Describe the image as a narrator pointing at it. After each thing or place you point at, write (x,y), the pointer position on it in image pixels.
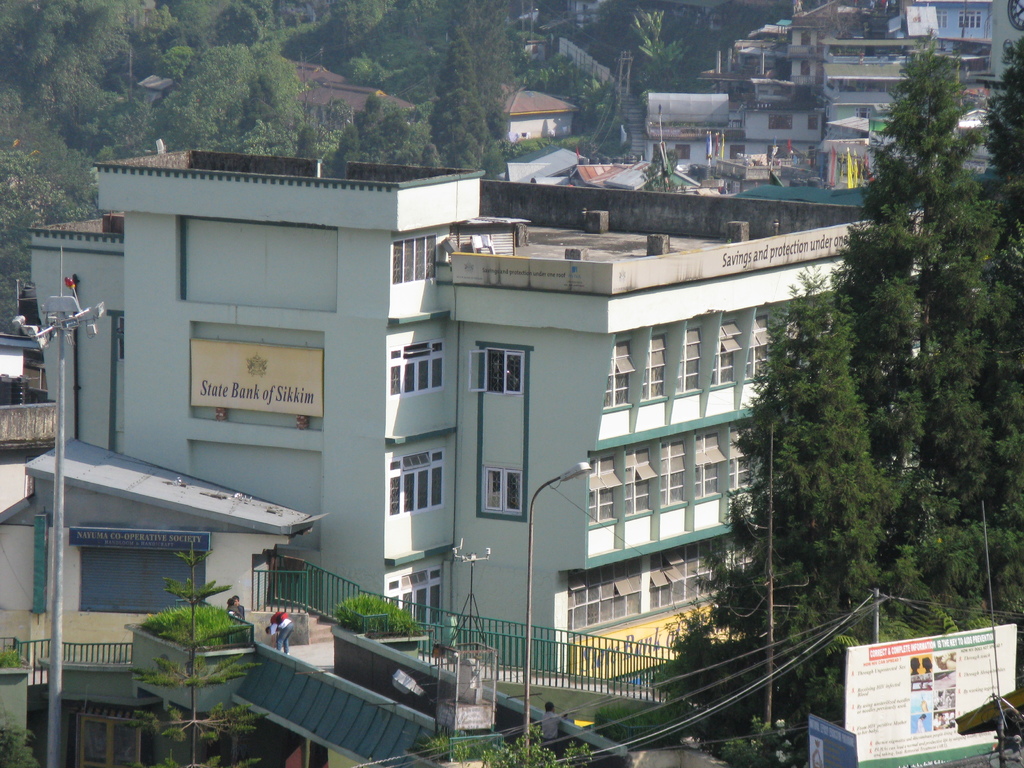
In this picture we can see the top view of the city (507,228) with many buildings (610,249), trees (181,126), houses (3,451) and poles (43,343).
